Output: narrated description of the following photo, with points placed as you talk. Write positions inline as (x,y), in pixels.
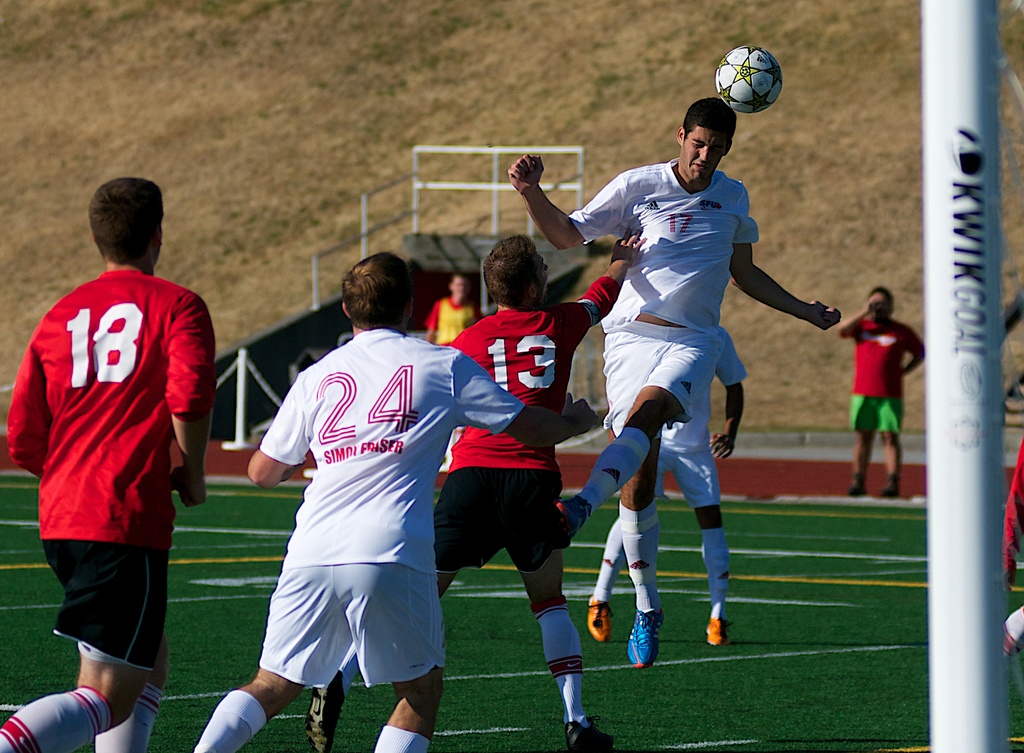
This picture is taken in the ground (522,612), There are some people (666,382) playing football, In the background (167,151) there is a brown color grass (430,79).
